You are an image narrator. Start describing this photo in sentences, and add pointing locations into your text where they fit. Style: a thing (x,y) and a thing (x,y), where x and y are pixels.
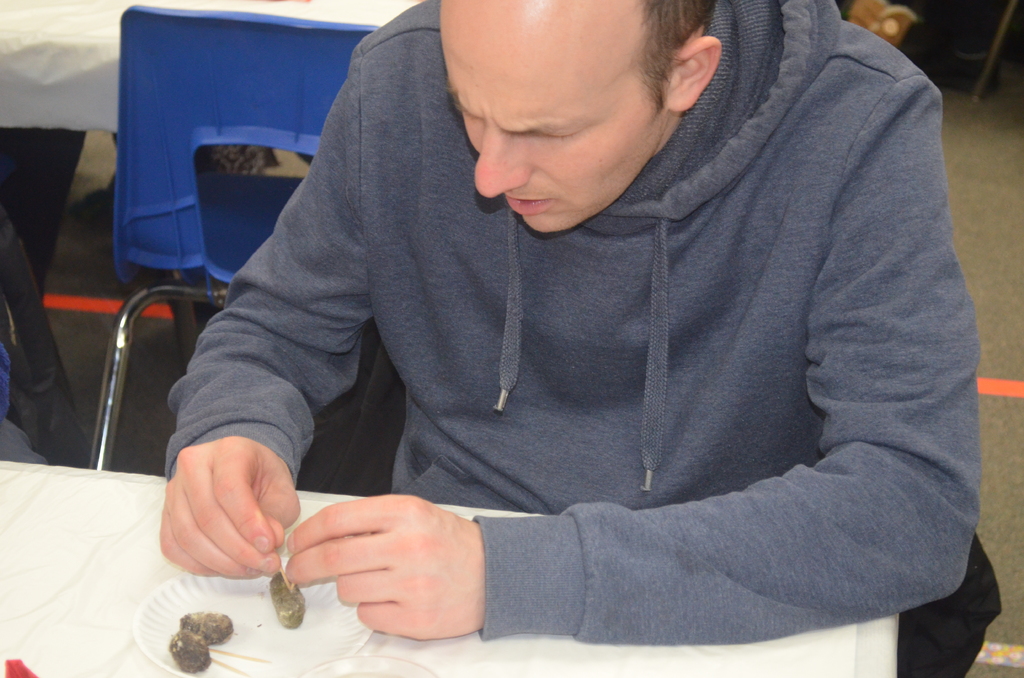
In the picture there is a man (401,469) sitting in front of a table (126,526), he is picking apart some small objects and there is a blue chair (292,137) behind the man (503,293).
